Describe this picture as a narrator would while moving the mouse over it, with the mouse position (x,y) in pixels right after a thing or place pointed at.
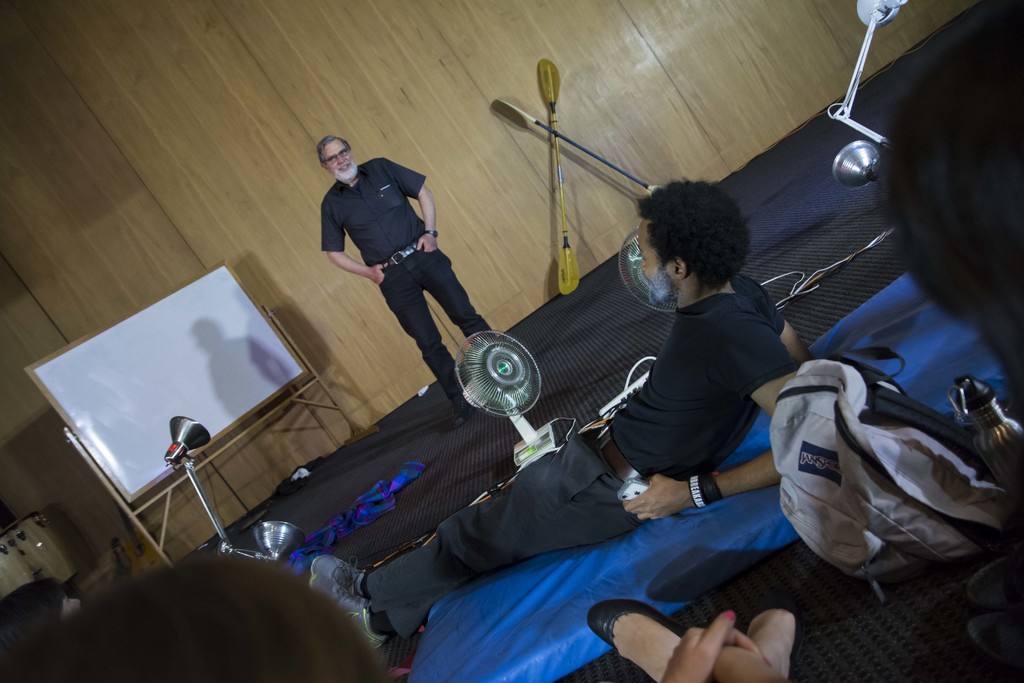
In this picture there is a man (734,243) who is lying in the center of the image (668,396) and there are other people (970,262), bag (924,465), and a bottle (1015,445) in the bottom right side of the image (972,500), there is a man (435,238) who is standing in the background area of the image (336,201) and there are oars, lamps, table fans (518,454), drums (21,533), and a board (205,400) in the background area of the image (168,362).
